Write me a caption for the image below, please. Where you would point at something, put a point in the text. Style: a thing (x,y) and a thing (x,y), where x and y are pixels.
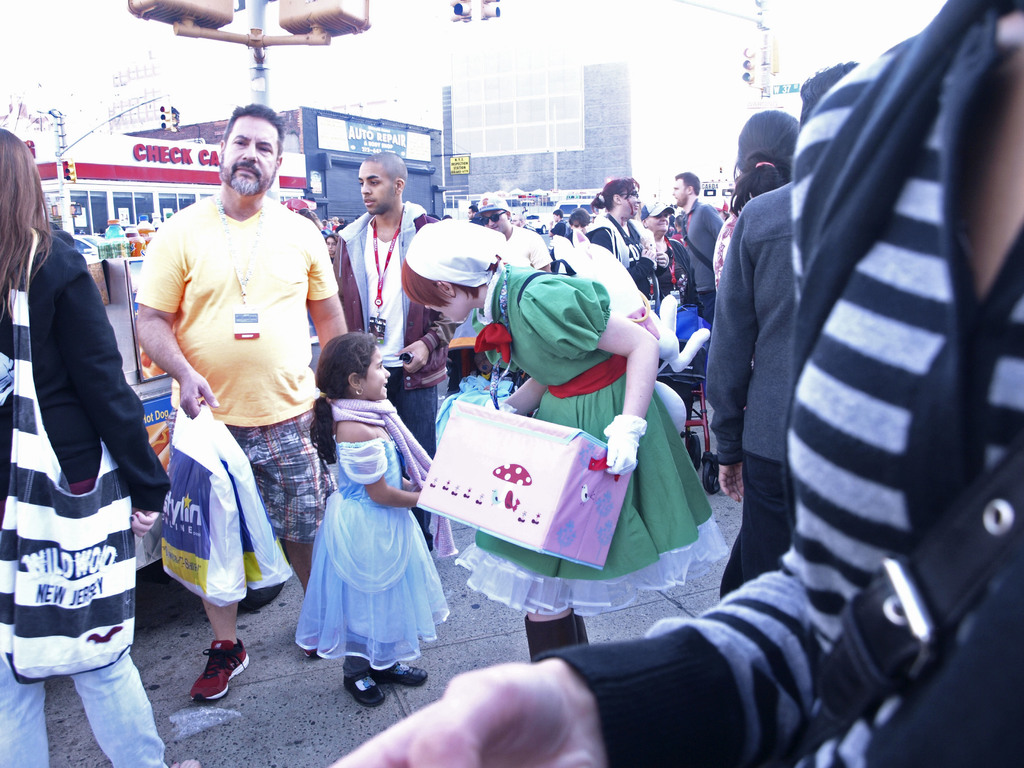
In this image we can see many people (898,342). Few are wearing tags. One lady (495,270) is wearing cap (492,242) and gloves (630,449). She is holding a packet (509,473). Another person (165,344) is holding packets (237,518). One lady (59,398) is wearing a bag (61,556). In the background (188,200) there are buildings (523,116). Also we can see traffic signals (747,64).
